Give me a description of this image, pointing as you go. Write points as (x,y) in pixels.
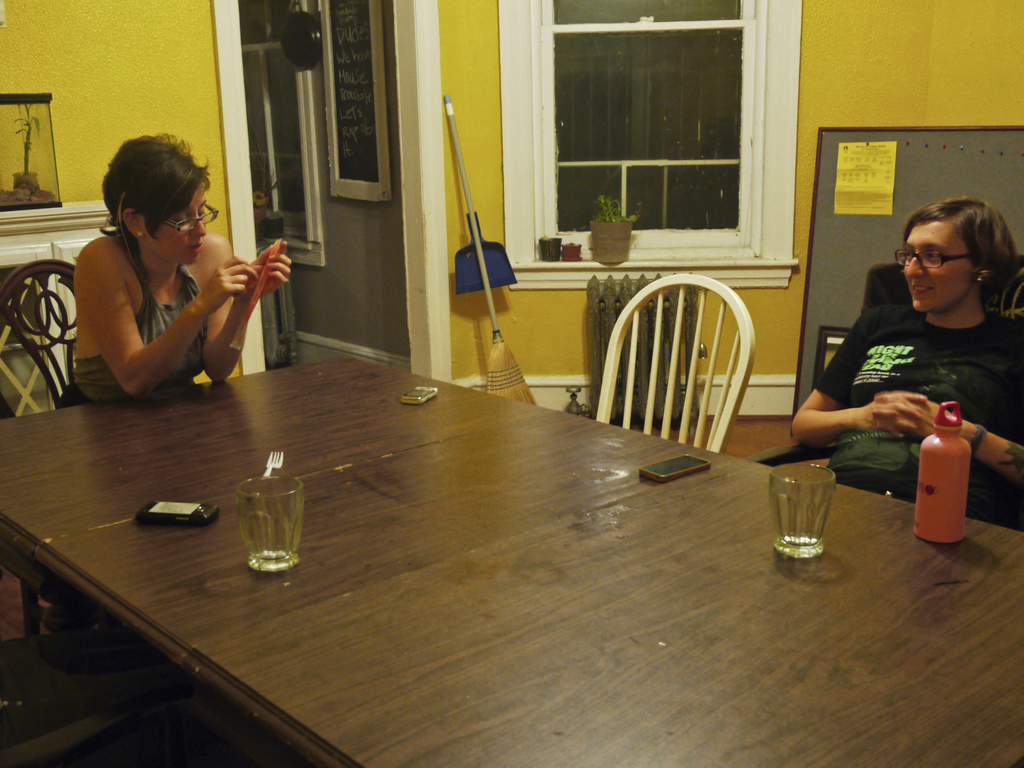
In this picture there are two women's (928,346). This women (189,275) seeing on something and she is smiling while seeing her. They both sat on the chair (34,275). On the table (446,414) there is a mobile (644,469), bottle (938,473) and two glasses (284,522). On the top (762,53) there is a window (693,66). On the left side (32,132) there is a frame (27,168). Here it's a door (377,154). On right side (873,162) there is a board (909,188) which having a paper (877,183) on it.
